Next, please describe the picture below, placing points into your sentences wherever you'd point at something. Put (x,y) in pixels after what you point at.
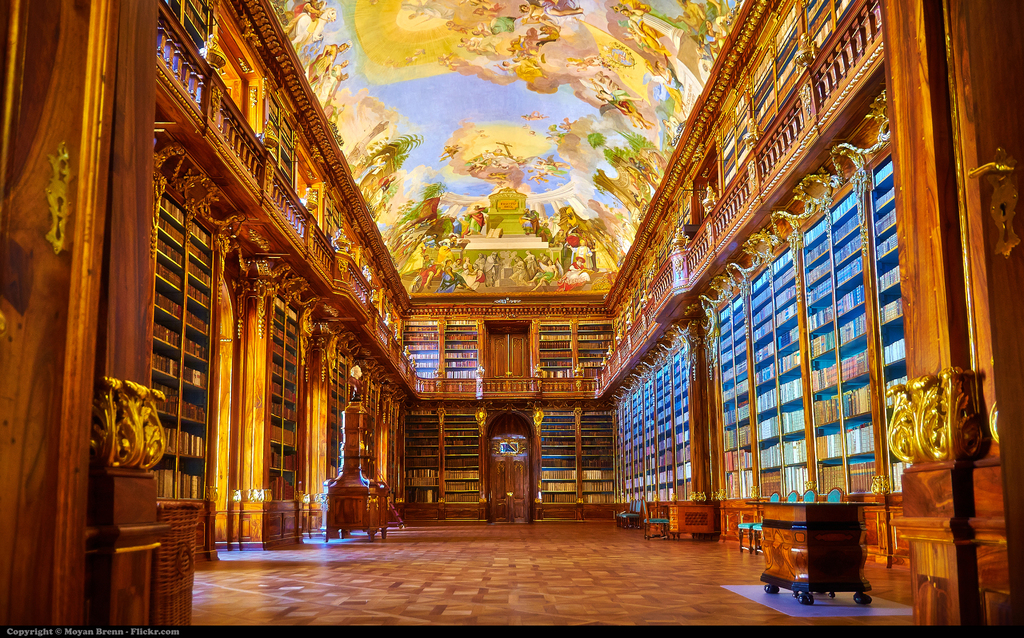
In this image, we can see the inner view of a room (589,483). We can see some doors (517,474) and the fence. We can also see the ground (483,608) with some objects (831,539). We can also see shelves (876,380) with some objects (865,473). There are a few pillars (875,481). We can also see the roof (630,39) with some art (675,109). We can also see some text (46,633) on the bottom left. We can also see some chairs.
